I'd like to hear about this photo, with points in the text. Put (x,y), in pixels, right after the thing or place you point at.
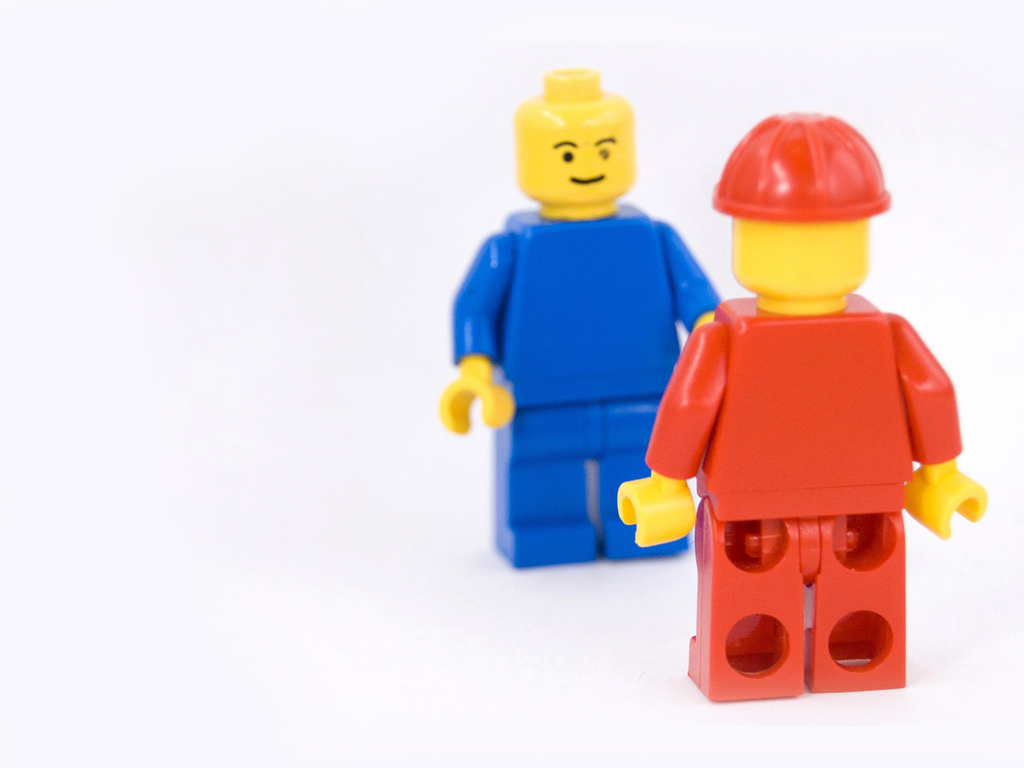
In this image the background (376,366) is white in color. On the right side of the image (786,441) there are two toys (750,408) on the surface (655,648). They are red and blue in colors.
